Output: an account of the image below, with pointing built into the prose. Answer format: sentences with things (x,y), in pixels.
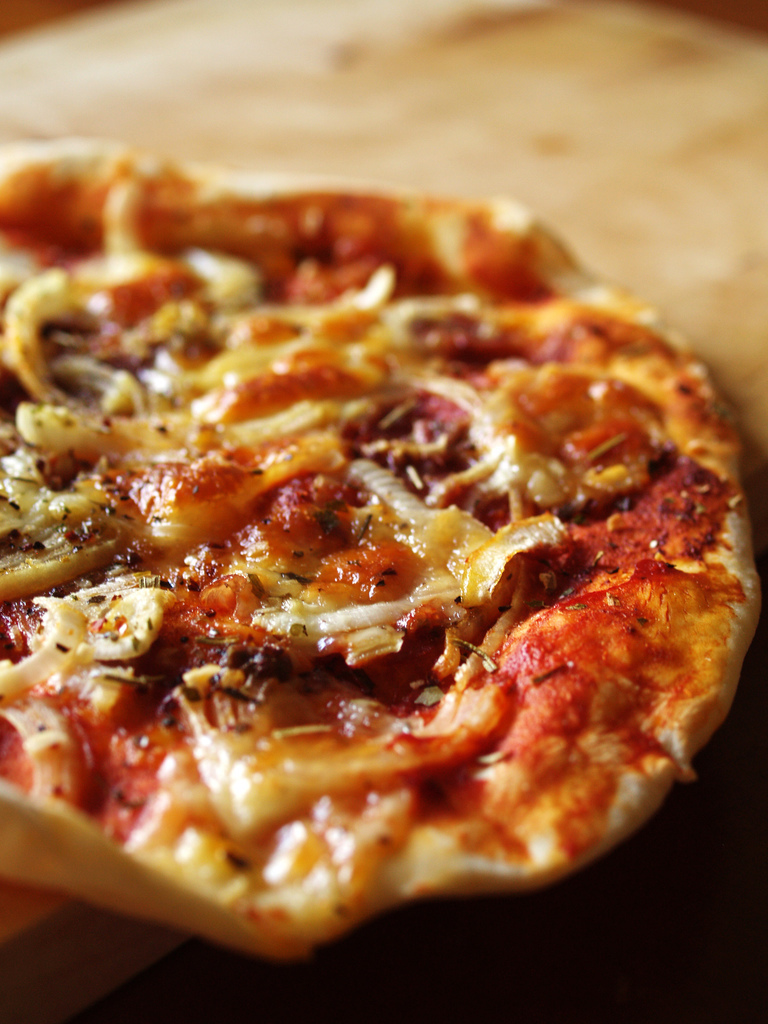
In this image we can see a food item (287,483) on the surface (644,8).
